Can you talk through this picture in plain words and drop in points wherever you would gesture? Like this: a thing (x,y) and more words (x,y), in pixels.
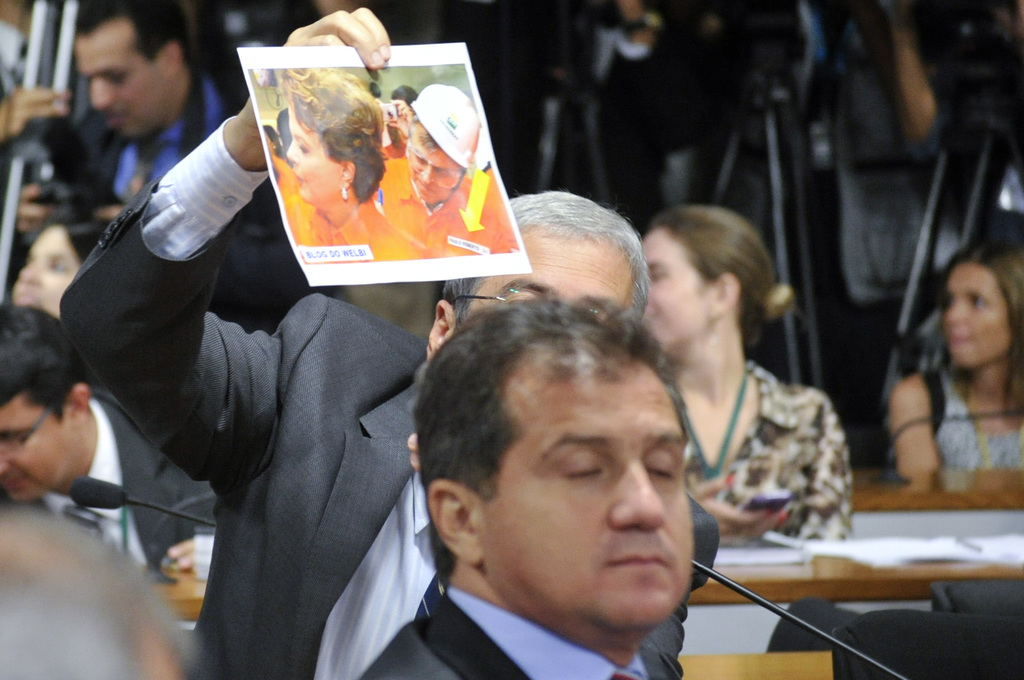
In this image we can see this person (371,594) wearing blazer (311,562) and spectacles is holding a poster (331,230) in his hands (229,139) and we can see this person (533,612) is sitting here. The background of the image is slightly blurred, where we can see a few more people (144,66) and a table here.
